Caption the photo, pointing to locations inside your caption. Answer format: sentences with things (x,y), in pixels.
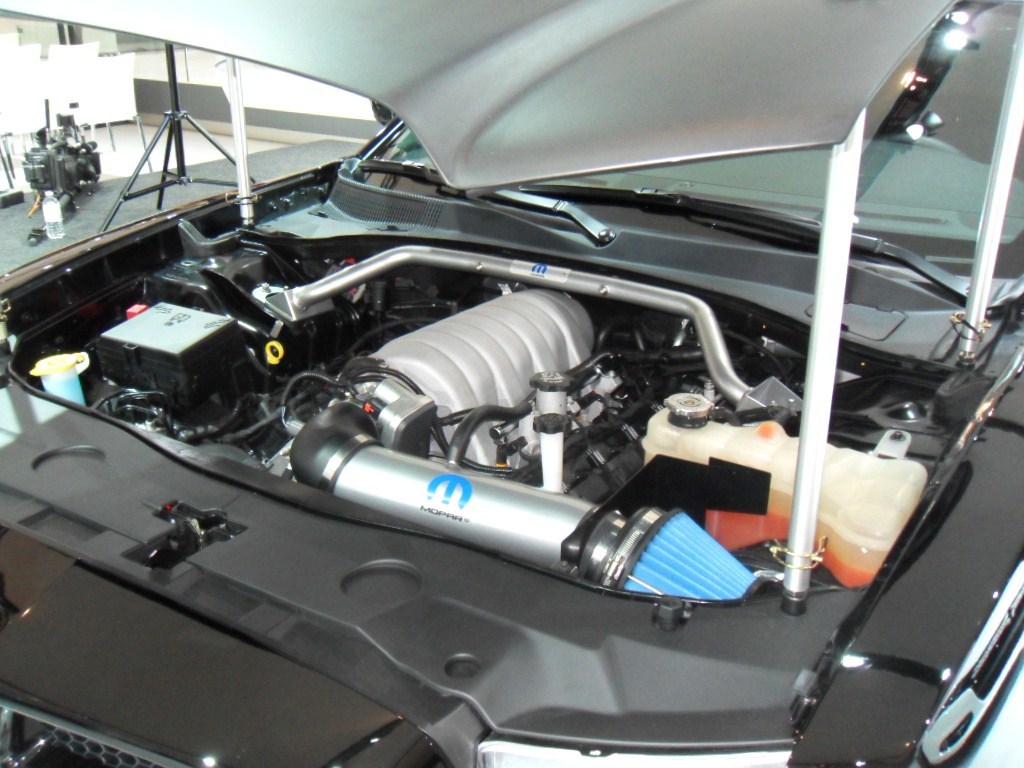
This image is an inside view of a vehicle (503,370). In the center of the image (495,363) we can see engine (644,397), coolant tank (890,469). At the top left corner (96,118) we can see stand (190,122), chairs (102,99), camera (80,174), bottle (51,192), floor (206,150) and wall (311,128).
